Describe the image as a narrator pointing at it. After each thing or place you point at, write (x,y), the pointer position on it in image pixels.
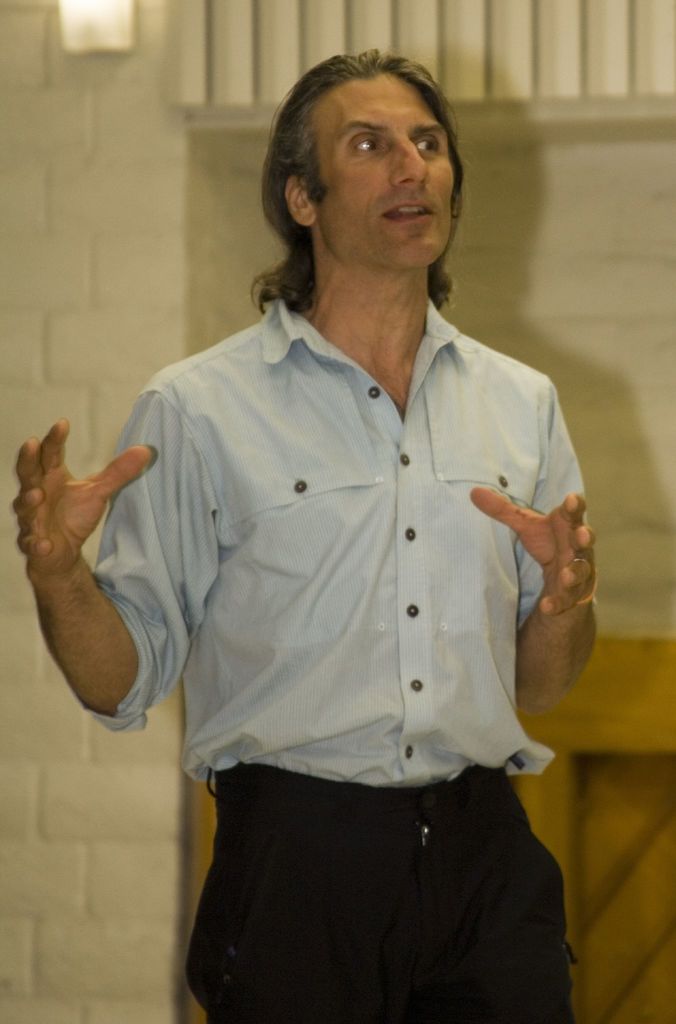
Here we can see a man (261,499) standing. In the background (185,230) there is a light (99,24) on the wall (15,157) and some other objects (605,756).
